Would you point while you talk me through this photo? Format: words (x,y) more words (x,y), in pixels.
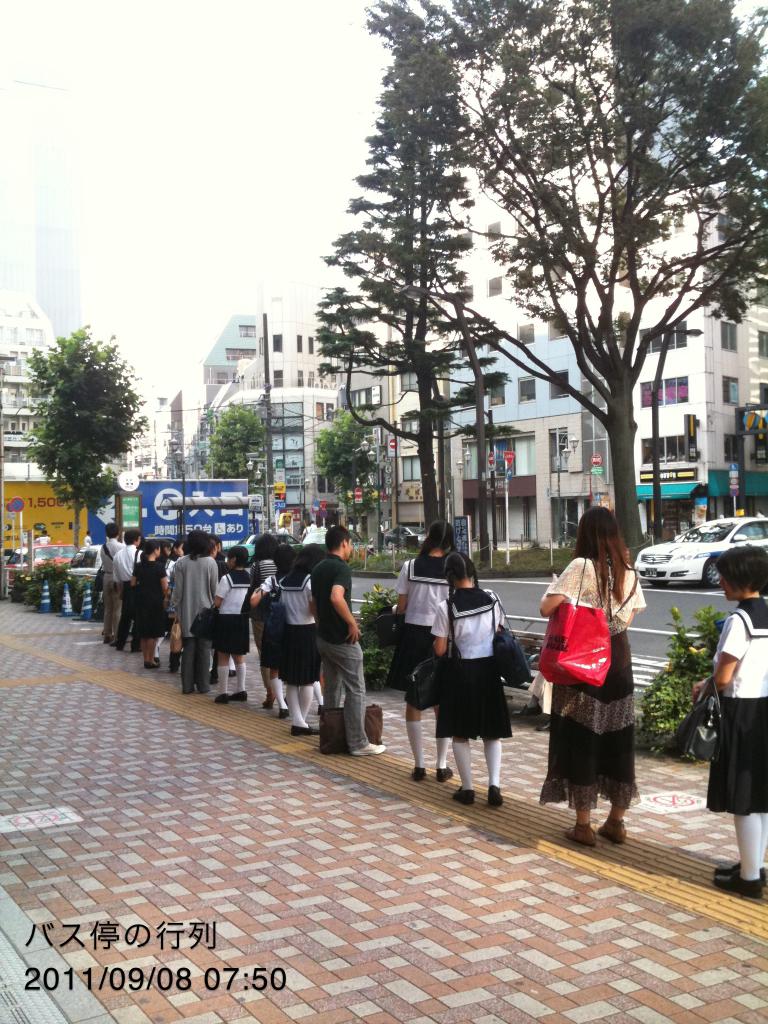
In this image I can see few people (444,605) and few are wearing bags (505,635). I can see trees (633,325), buildings (676,428), windows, poles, boards (30,511), sign boards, vehicles (687,545) on the road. The sky (183,283) is in white color.
